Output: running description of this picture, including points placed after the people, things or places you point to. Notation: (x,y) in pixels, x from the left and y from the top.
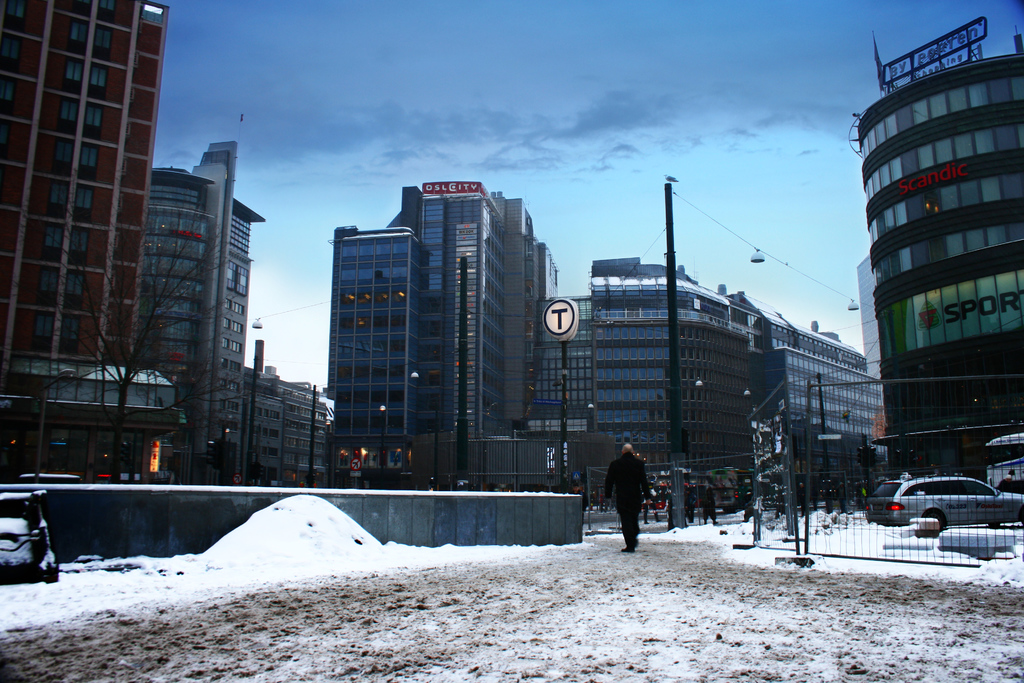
In this image, I can see the buildings (483,306) with the glass doors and name boards (957,53). I can see a person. This looks like a pole (673,495). I think this is the snow (485,597). These look like the barricades (849,475). Here is a car (941,501). I can see the clouds (488,123) in the sky (663,105). This is a tree (114,433) with branches (115,415).
